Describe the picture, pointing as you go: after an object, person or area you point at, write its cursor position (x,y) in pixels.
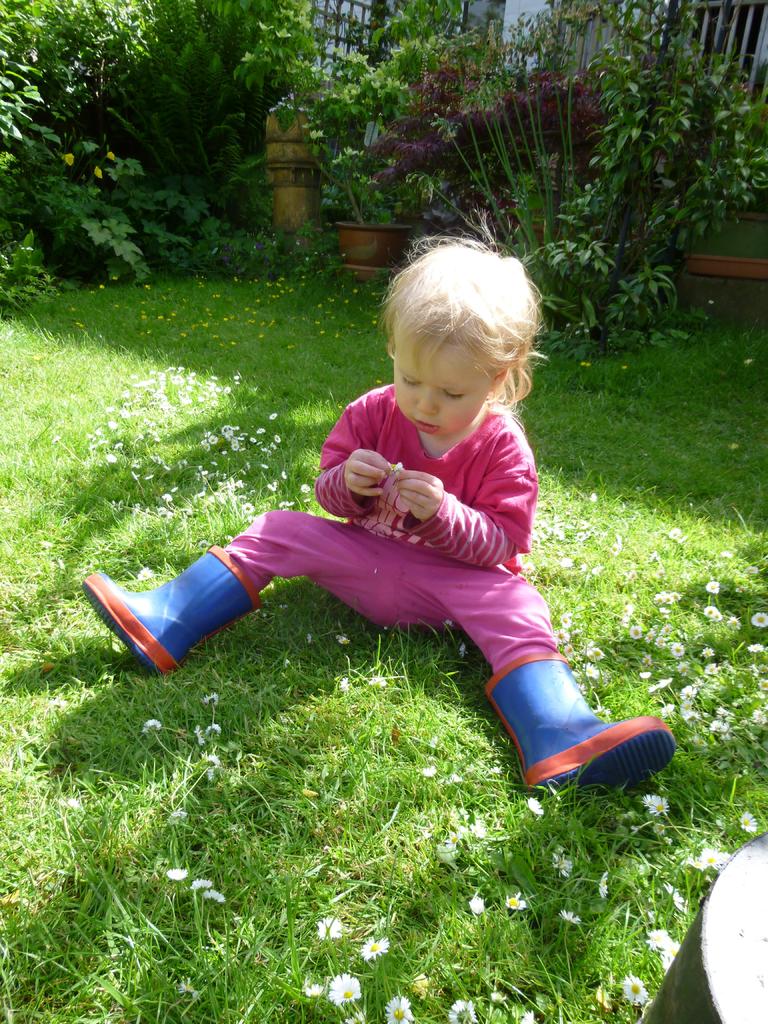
This is a girl (574,744) sitting on the grass (134,660). I can see the tiny flowers (208,885), which are white in color. This looks like a flower pot (385,247) with a plant (356,125). These are the trees (385,138). In the background (751,83), I can see an iron grill (728,52).
